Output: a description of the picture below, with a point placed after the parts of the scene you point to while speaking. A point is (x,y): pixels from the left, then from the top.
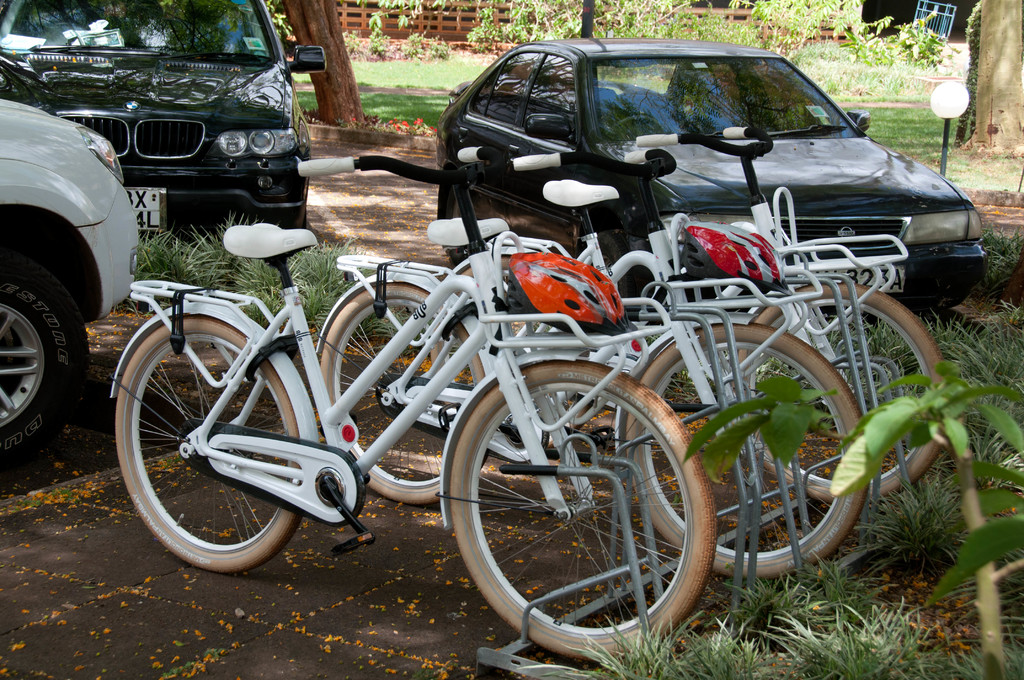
In this image there are few vehicles (12,448) and few bicycles (664,482) are parked in between them there is a grass (728,673). In the background (527,31) there are trees (318,31), plants (856,21), grass (441,72) and a wooden fence (466,18).
